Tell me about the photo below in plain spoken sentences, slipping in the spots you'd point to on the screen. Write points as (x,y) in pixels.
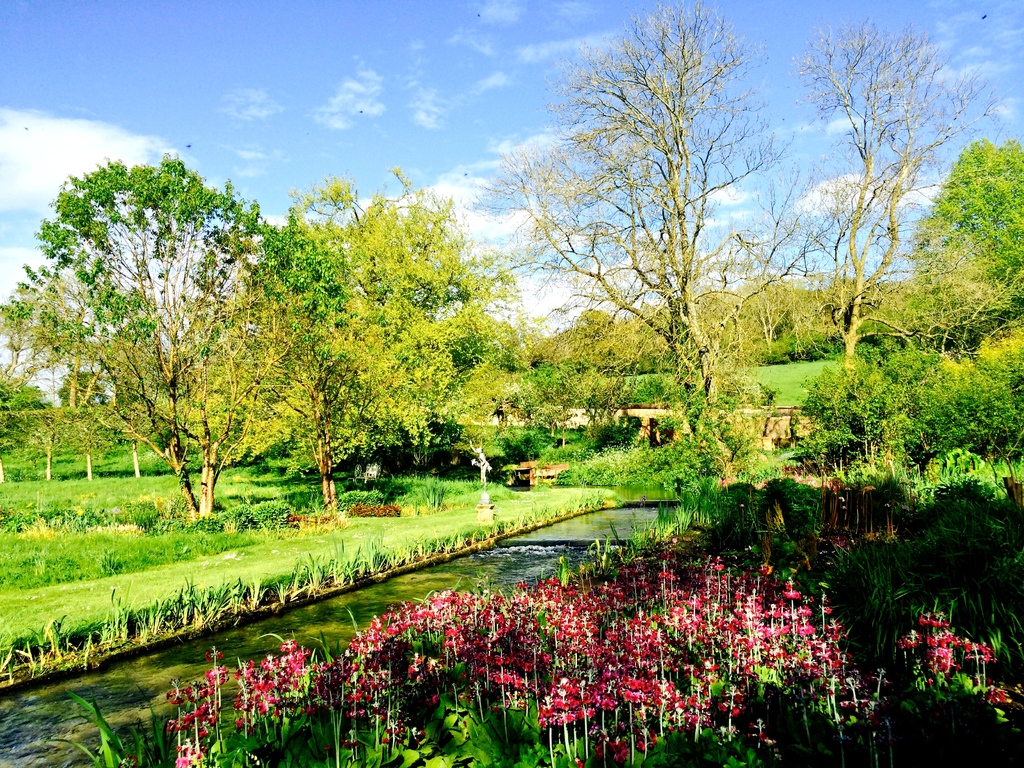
In this image, we can see trees (440,420), plants (460,471) and there are flowers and we can see a bridge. At the top (447,124), there are clouds (535,148) in the sky (285,89) and at the bottom (331,611), there is water (158,674).
